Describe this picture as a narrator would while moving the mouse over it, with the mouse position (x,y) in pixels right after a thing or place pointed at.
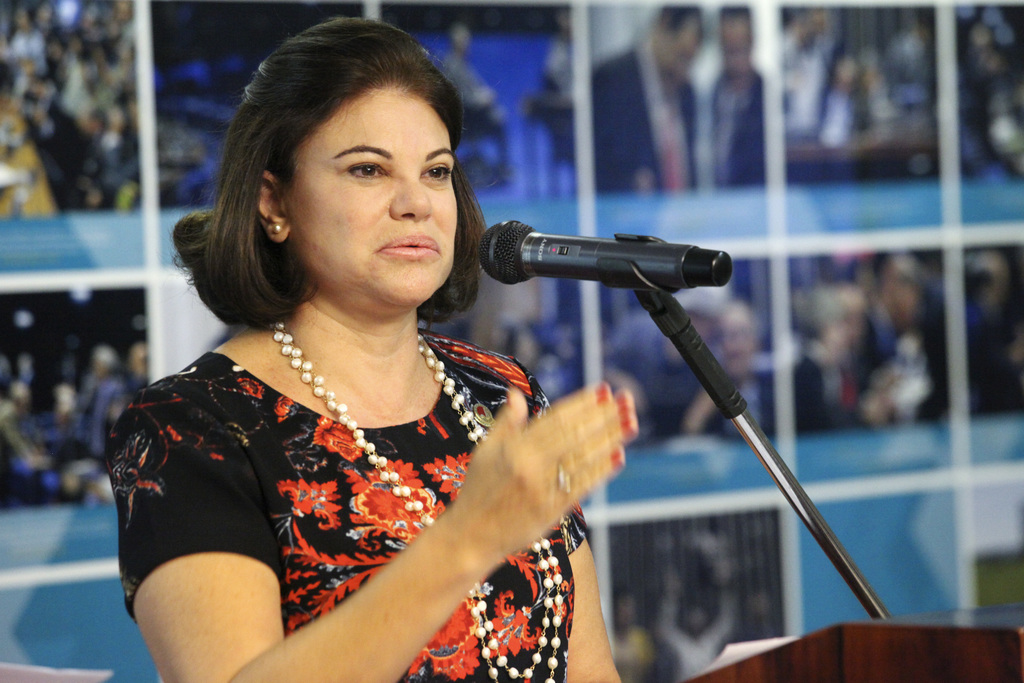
In the background (585,108) we can see the photo frames (619,117). We can see a woman (525,367) wearing a pearl chain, standing near to a podium (863,650) and talking. In this picture we can see a mike (658,273), stand (815,534) and a paper (781,639).
